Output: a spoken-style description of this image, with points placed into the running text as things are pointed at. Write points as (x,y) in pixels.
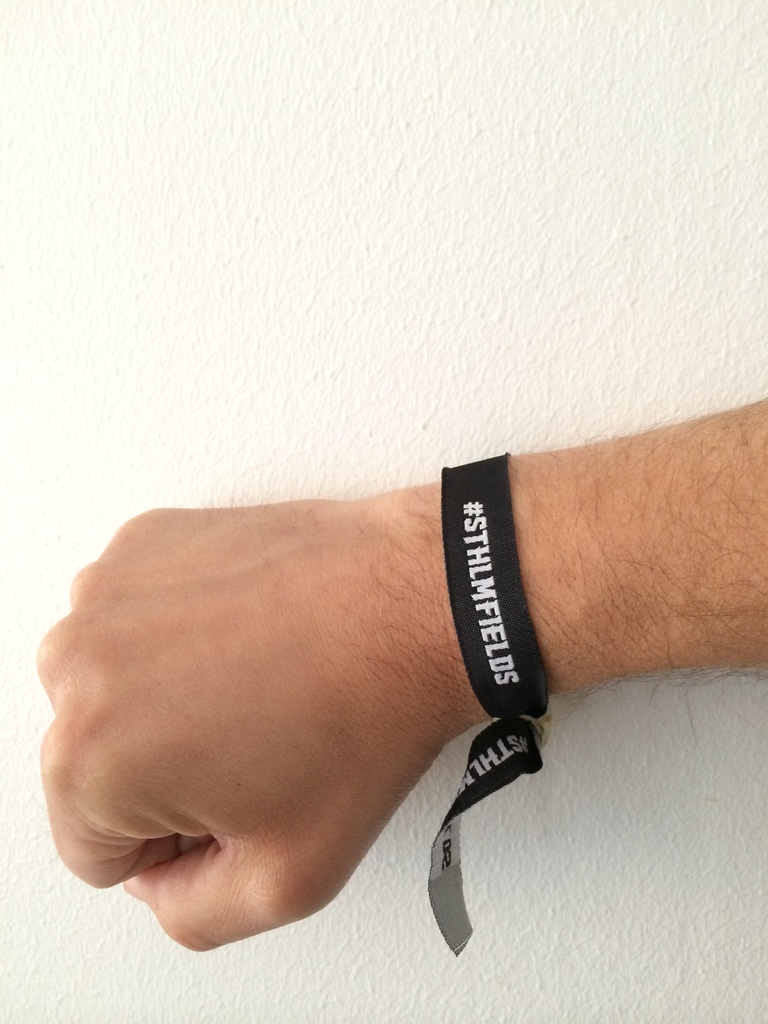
In this picture we can see a hand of a person (426,739) wearing a band (480,638).
